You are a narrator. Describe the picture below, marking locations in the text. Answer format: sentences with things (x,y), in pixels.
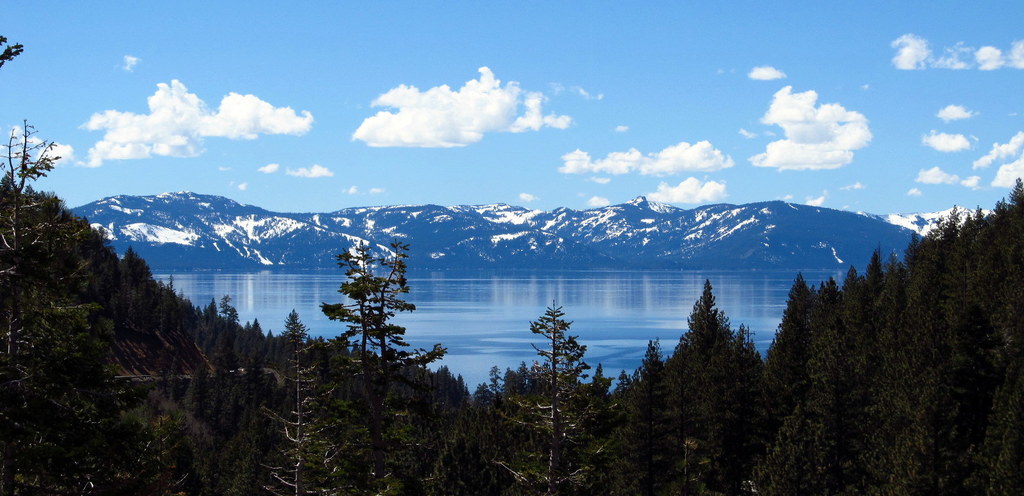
In the image there are trees (581,428) the foreground (436,468), behind the trees (39,306) there is a water surface (625,334) and in the background (425,236) there are mountains (448,242).
